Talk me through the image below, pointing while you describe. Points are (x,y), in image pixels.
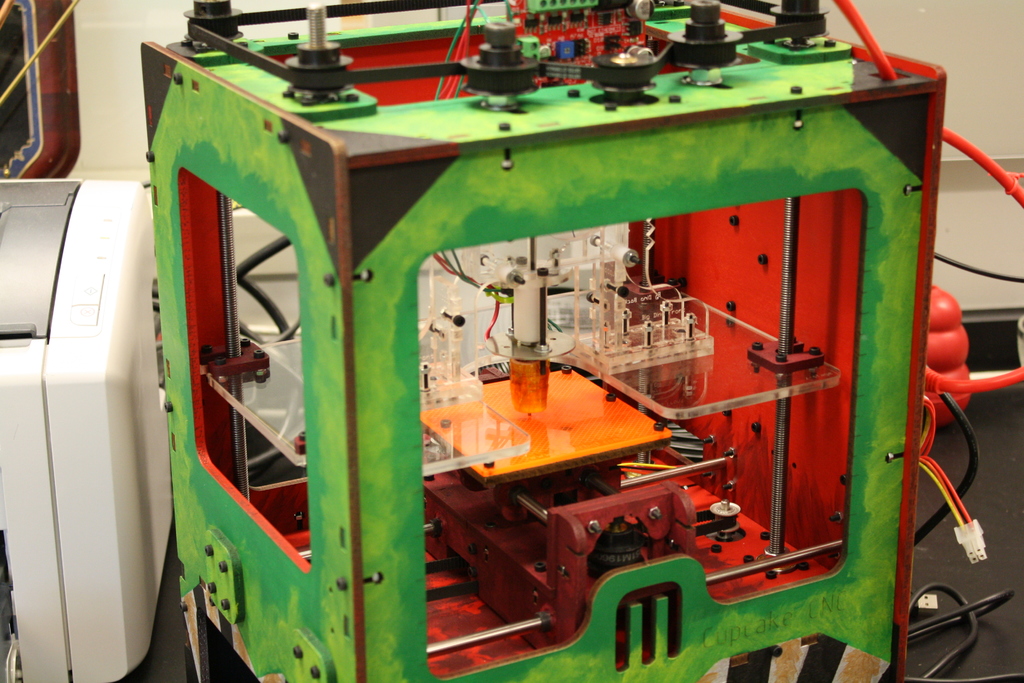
In the center of the image (659,357) there is an electronic device (532,371). In the background of the image (892,48) there is white color wall (104,51). To the left side of the image (119,405) there is a another device (92,292).
